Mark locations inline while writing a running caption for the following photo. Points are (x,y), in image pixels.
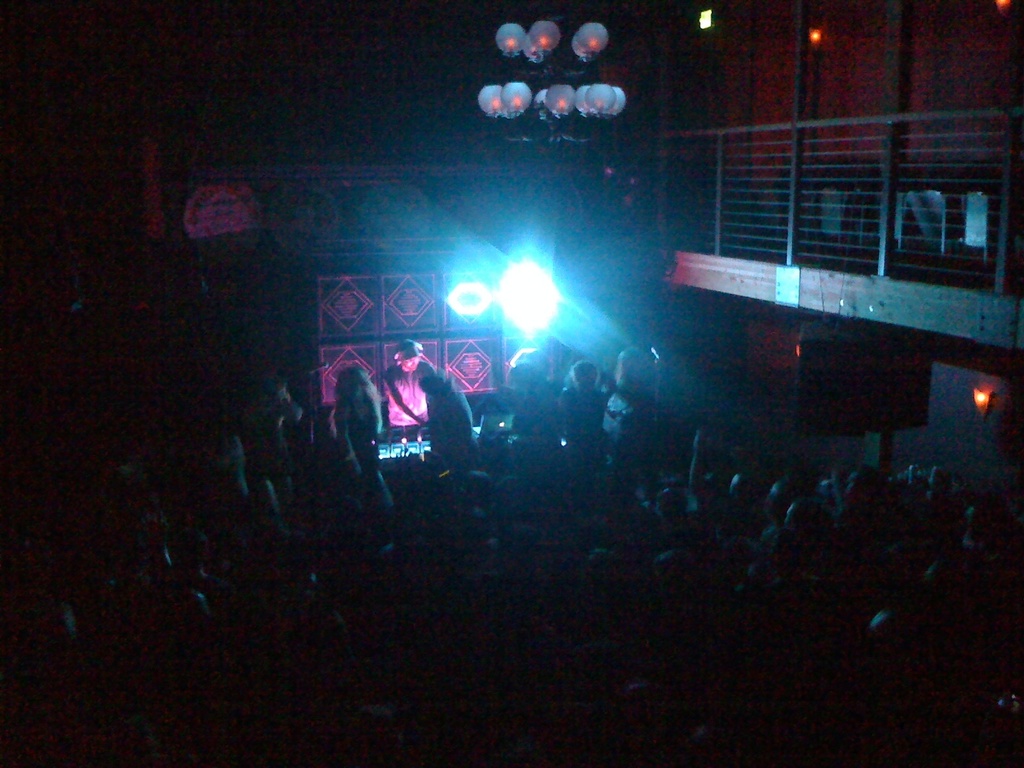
This picture is clicked in the musical concert. The man (416,403) in the middle of the picture (426,398) is playing the musical instrument (417,436). Beside him, we see people (605,457) standing. Behind him, we see lights (544,280). On the right side (847,166), we see an iron railing (791,243) and a building (819,81). This picture is clicked in the dark. In the background (161,235), it is black in color.
